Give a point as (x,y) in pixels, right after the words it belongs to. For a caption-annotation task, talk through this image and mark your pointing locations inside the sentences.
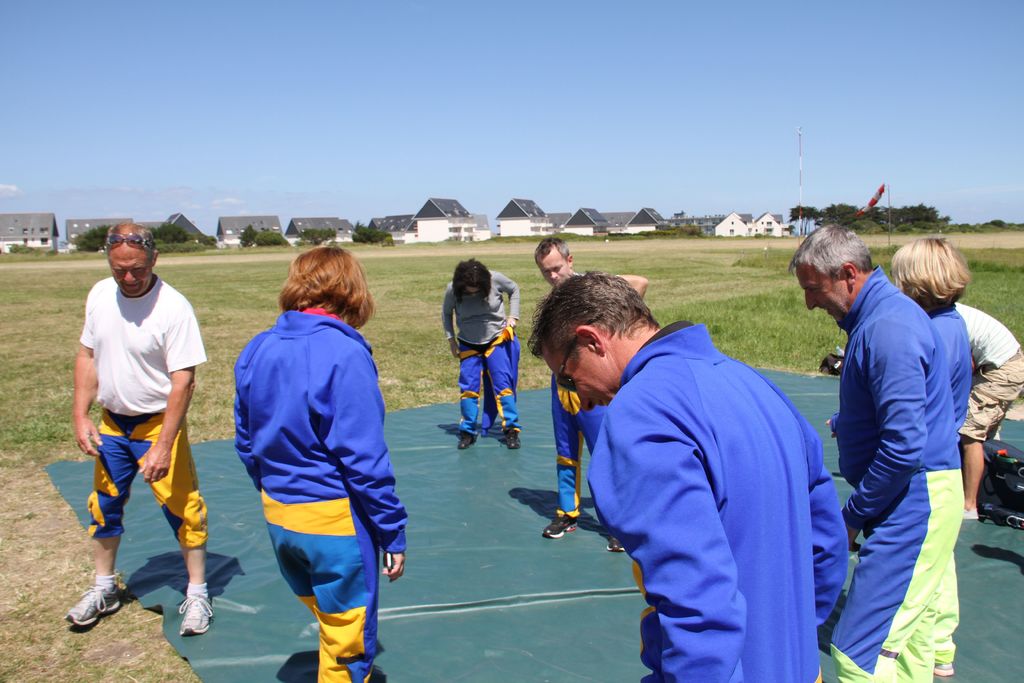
In this image there are few people (477,368) visible on the ground (0,309), in the middle (582,228) there are some houses (582,228), poles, trees (853,209), at the top (620,149) there is the sky (513,143).
